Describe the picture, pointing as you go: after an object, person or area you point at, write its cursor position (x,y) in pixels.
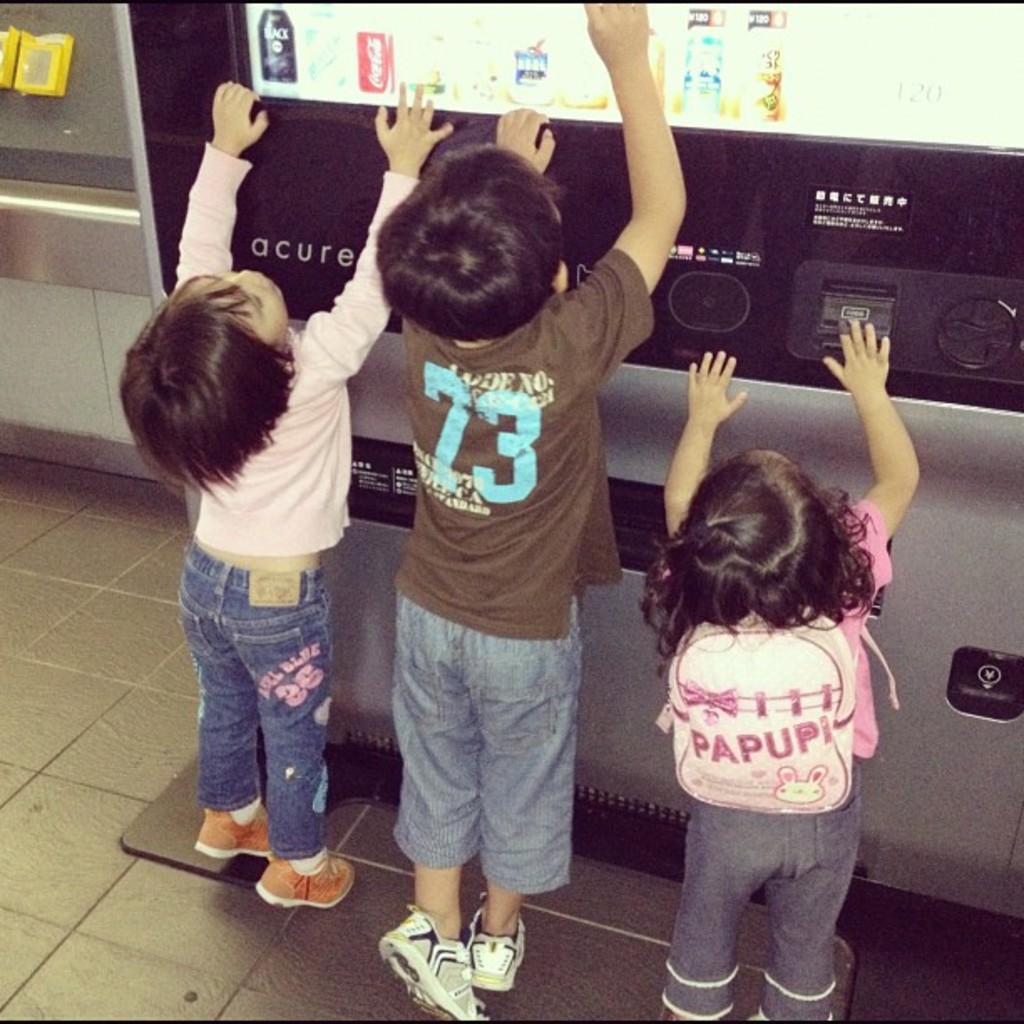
This image consists of three children (352,347). On the right (865,663), the girl (783,865) is wearing a bag (749,802). At the bottom (148,903), there is a floor (64,823). In the background (747,112), there is a vending machine (759,345) of cool drinks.
